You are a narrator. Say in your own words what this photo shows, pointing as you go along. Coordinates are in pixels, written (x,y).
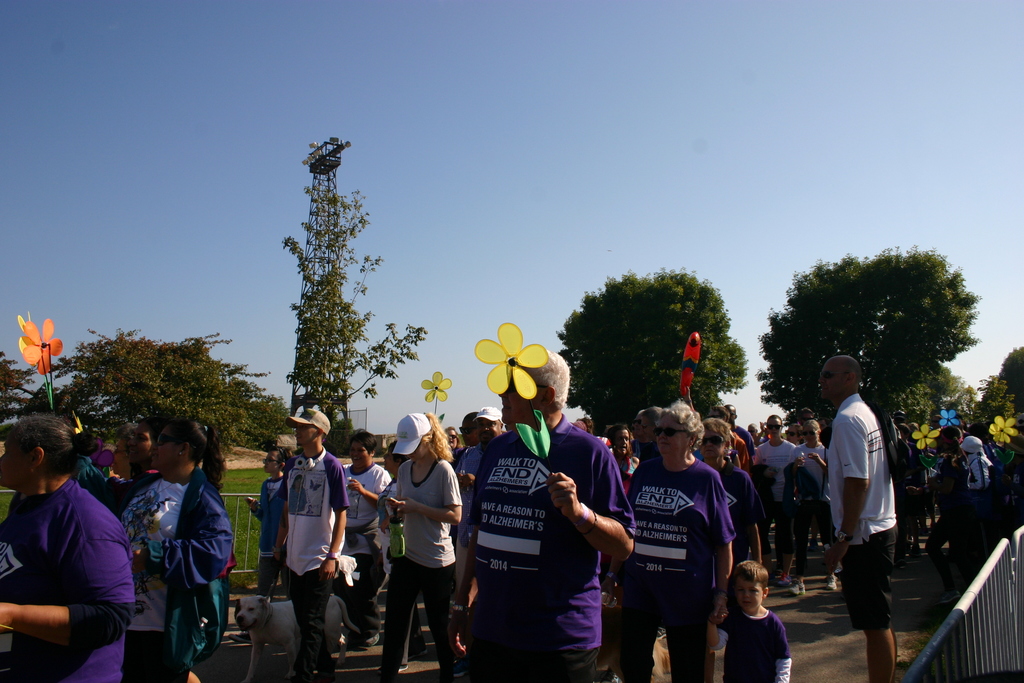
This is an outside view. Here I can see a crowd of people (333,546) walking on the road (820,625). Few people (484,483) are holding an artificial flowers (521,394) in their hands (552,484). In the bottom right-hand corner (976,617) there is a railing (973,625). In the background (862,315) there are many trees (835,330). At the top of the image (678,91) I can see the sky (681,43). In the background (323,263) there is a tower (328,161).
